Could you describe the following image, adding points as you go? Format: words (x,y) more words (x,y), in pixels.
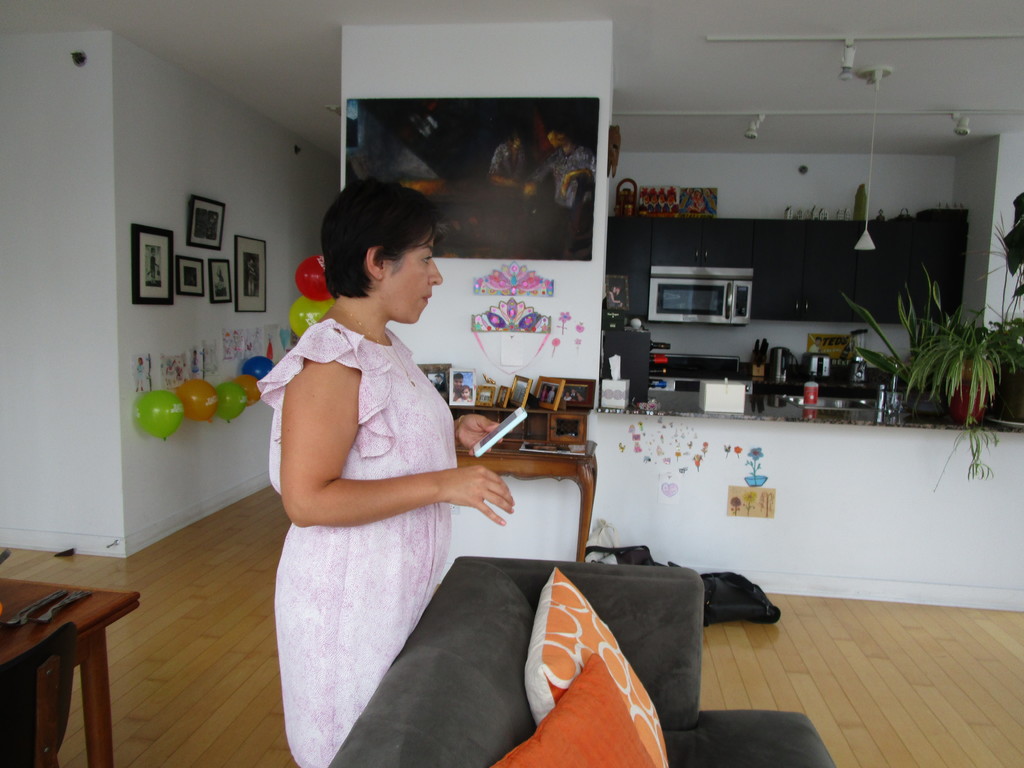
This picture is clicked inside the house (627,510) where a woman (410,421) is standing in the center (380,475) holding a mobile phone (502,433) in her hand (474,439). In a center there is a sofa (731,731) and two cushions (626,725) on it. At the right side (966,368) there is a plant (979,370). In the background (758,274) there is a wardrobe (795,274), light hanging on the top (862,239), wall frames (534,137) on the wall (499,95). At the left side (212,232) there are frames (213,272), balloons (221,388) on the wall (191,139) and table (105,611) with the chair (48,671).
